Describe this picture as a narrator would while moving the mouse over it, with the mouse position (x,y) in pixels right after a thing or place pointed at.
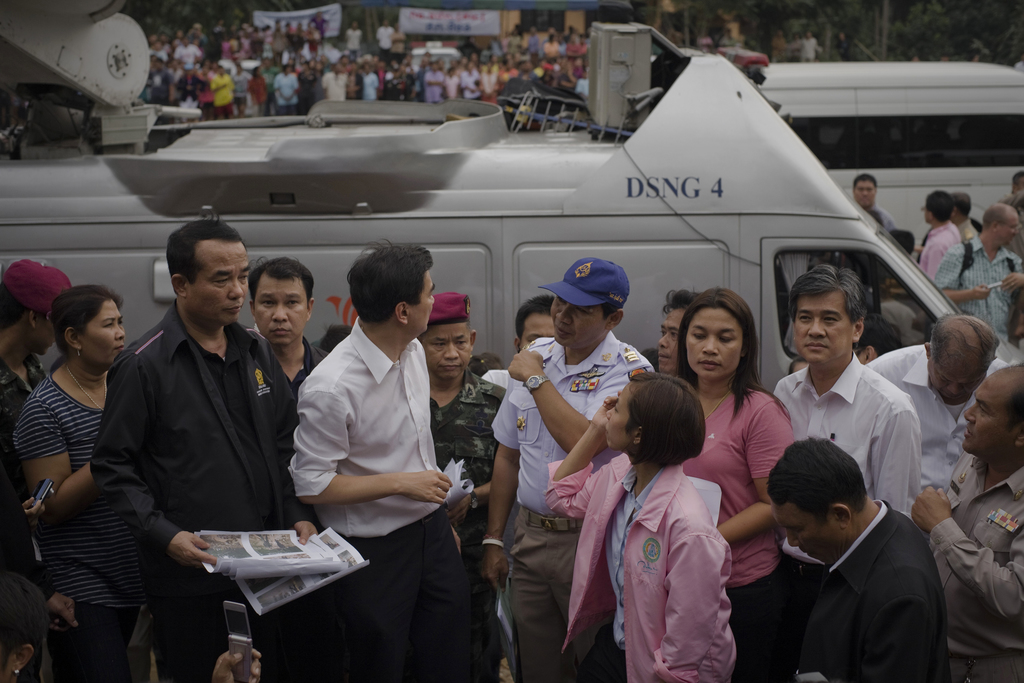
There are few people (399,539) standing and two persons (420,545) are holding papers (313,538) in their hands (202,554) and two persons (233,660) are holding a camera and a mobile (243,647) in their hand (219,661). In the background (110,211) there are two vehicles (488,225), few people (458,73) standing, hoardings (409,21) and trees (754,35).
